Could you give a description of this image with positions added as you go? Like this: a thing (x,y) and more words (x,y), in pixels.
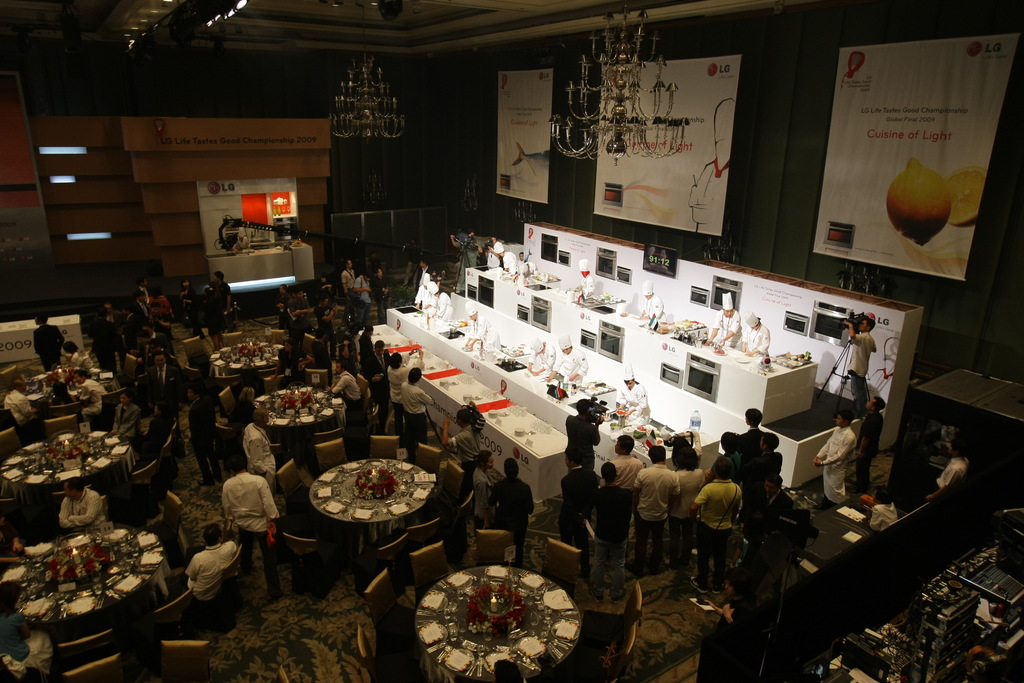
In the foreground of this image (459,528), there are chairs (442,550) around the tables (282,406) on which there are platters (535,645), spoons (479,662), candles (488,606) and few more objects (502,616). We can also see few people (257,521) sitting and few (255,526) are standing and walking on the floor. In the middle (543,449), there are few people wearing aprons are cooking near desks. In the background (903,190), there are banners (607,168) on the wall (482,138), chandeliers (373,92), ceiling (373,32), wall (419,59) and few cameras (225,233).
